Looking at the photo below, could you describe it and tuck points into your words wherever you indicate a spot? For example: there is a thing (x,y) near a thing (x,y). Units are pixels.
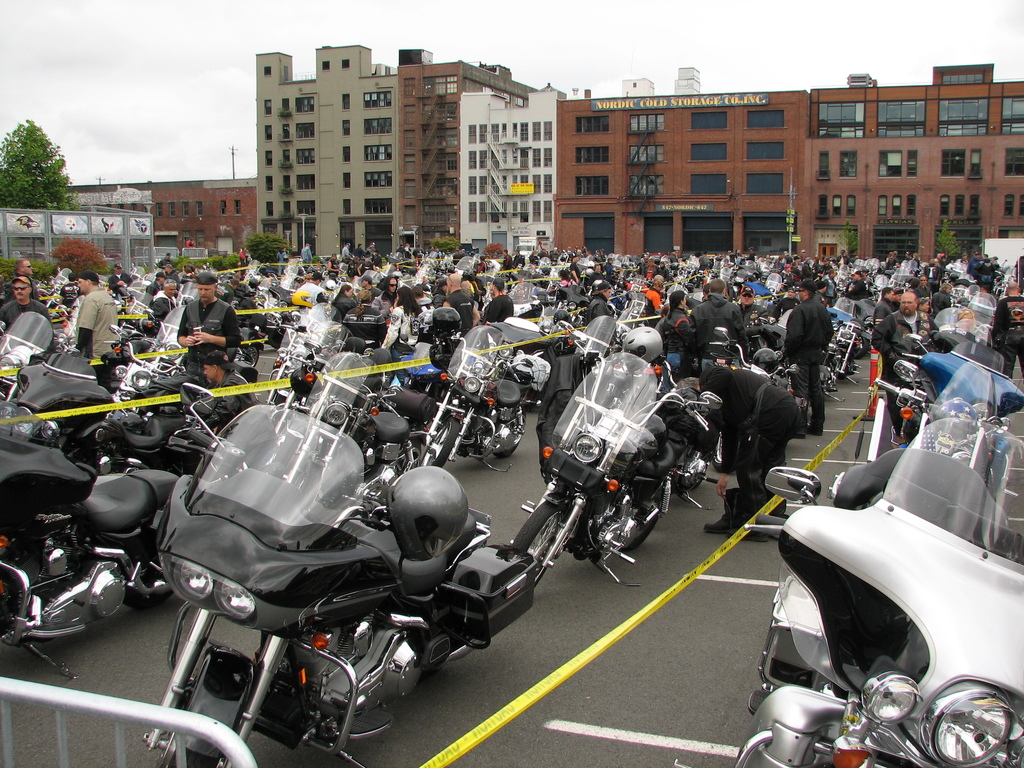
In this picture we can see motor bikes (280,695) and a group of people (811,424) standing on the road (672,555), helmets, caution tapes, buildings (321,162) with windows (838,121), trees (55,194), banners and some objects (149,251) and in the background (158,82) we can see the sky (208,35) with clouds (131,169).
